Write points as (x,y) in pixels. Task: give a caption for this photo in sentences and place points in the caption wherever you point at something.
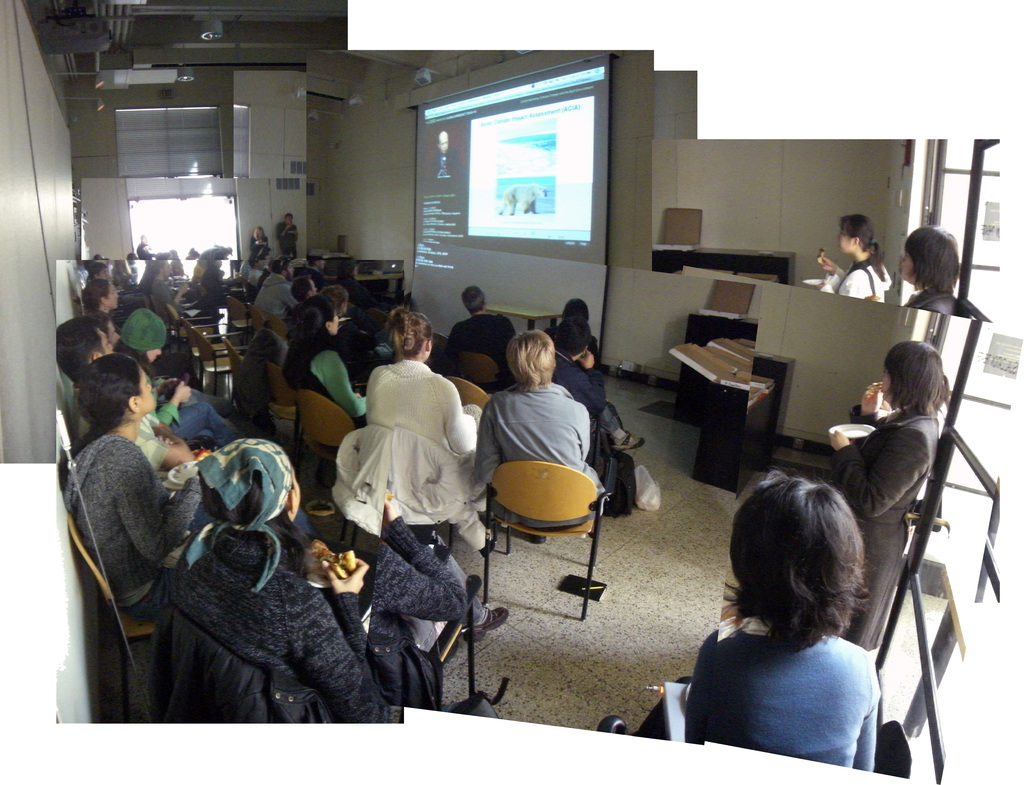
This is a picture of the inside of the building (521,295). In this picture there are group of people (318,346) who are sitting. On the right side (862,465) there are two persons (905,442). On the left side (11,227) there is one wall (22,225) and in the background (747,216) there is wall (272,160) and in the middle (492,264) there is one screen (514,171) and in the middle of the left side (165,226) there is one window (180,218) and on the right side (936,499) there is another window (958,425).
